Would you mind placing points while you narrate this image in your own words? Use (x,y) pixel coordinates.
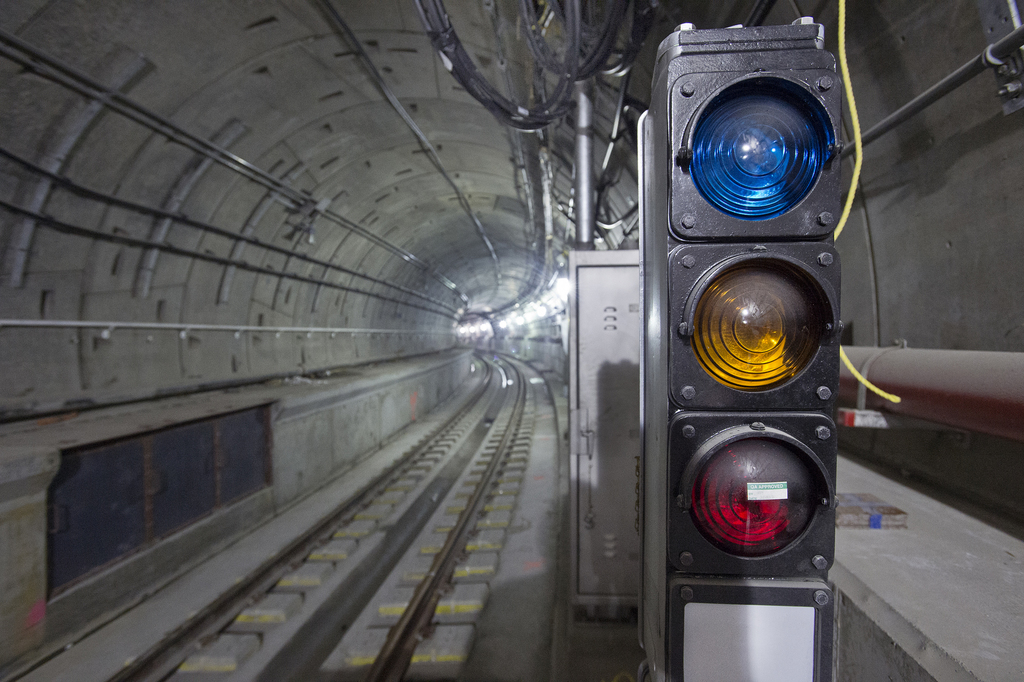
In this image we can see the track (438,545) inside a subway (334,415). We can also see some wires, pipes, a container (571,318) and the traffic lights (765,645).
